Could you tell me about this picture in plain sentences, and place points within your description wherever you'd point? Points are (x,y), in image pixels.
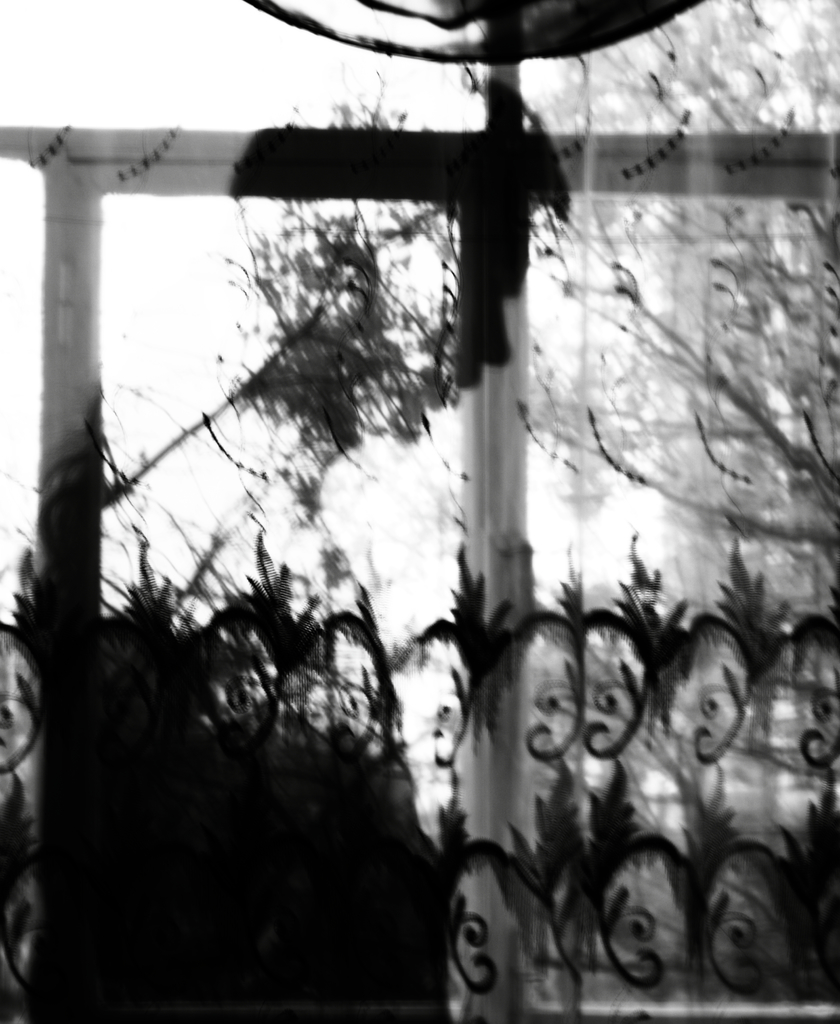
In the center of the image (503,406) there is a rod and trees (448,376). On the right (769,244) there is a curtain (635,698).
